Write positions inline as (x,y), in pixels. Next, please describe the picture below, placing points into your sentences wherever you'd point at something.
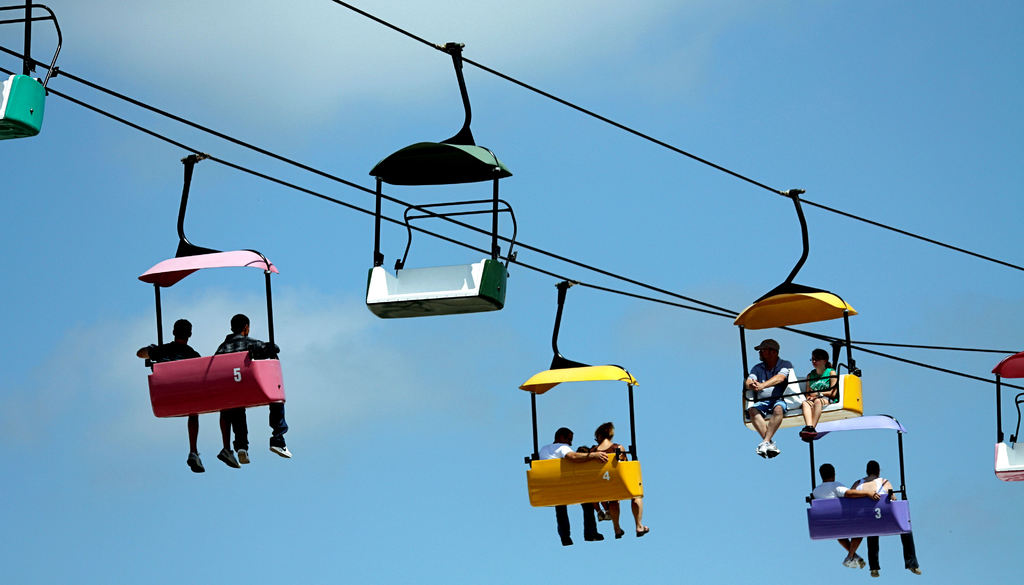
In the center of the image (502,206) there is a rope way (61,35) in which there are people (809,433) sitting in ropeway cabins (841,424).
